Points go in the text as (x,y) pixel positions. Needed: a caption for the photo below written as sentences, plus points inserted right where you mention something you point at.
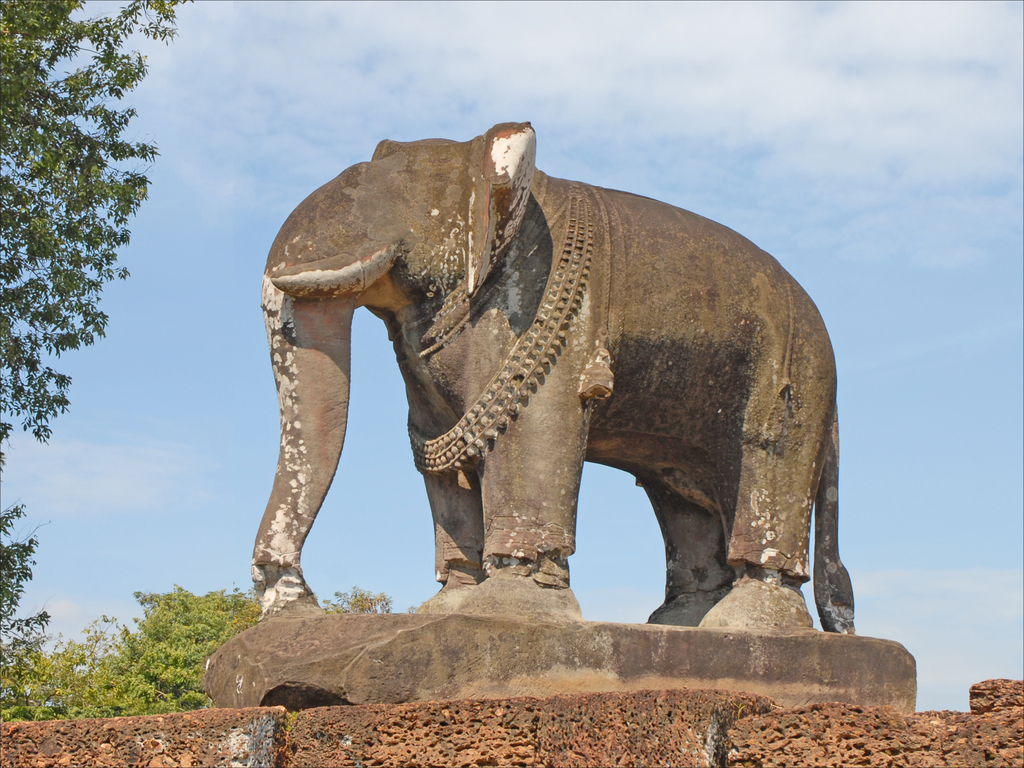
In this image, we can see a statue (512,514) of an elephant (455,433). On the left side (105,468) and background of the image, we can see trees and sky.
